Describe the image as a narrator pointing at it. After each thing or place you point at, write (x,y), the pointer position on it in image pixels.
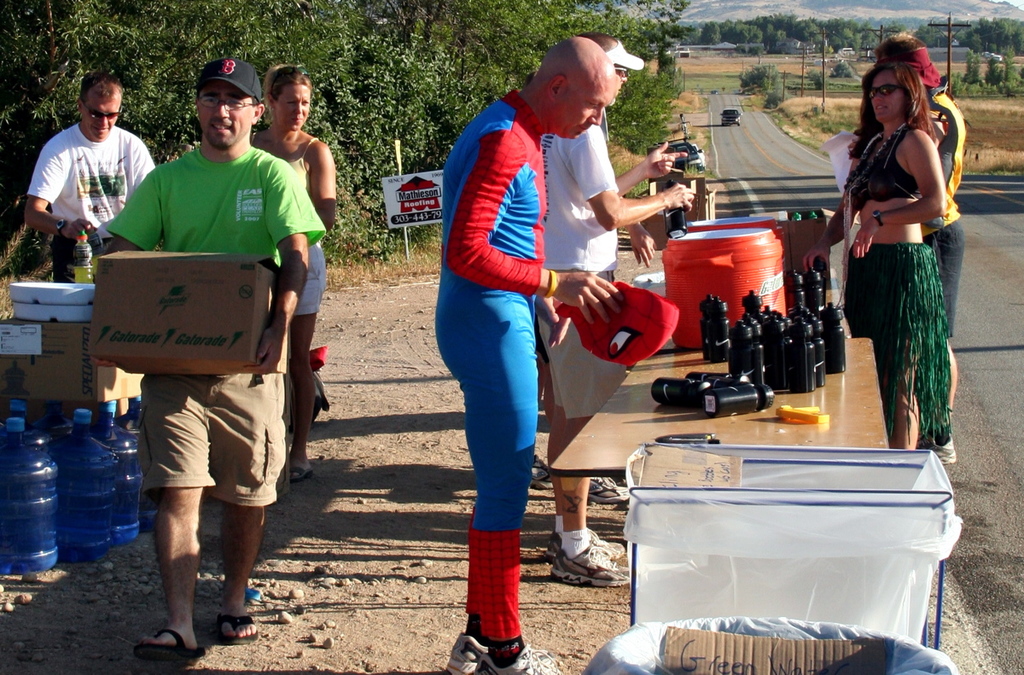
There are group of a people (478,464). On the left side (305,255) we have a green color shirt person (291,234). He is wearing a cap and spectacle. He's holding a carton box (223,281). On the right side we have blue shirt person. He's holding a cap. There is a table (643,405). There is bottles (795,377) on a table (816,401). in the background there is a trees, roads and car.
